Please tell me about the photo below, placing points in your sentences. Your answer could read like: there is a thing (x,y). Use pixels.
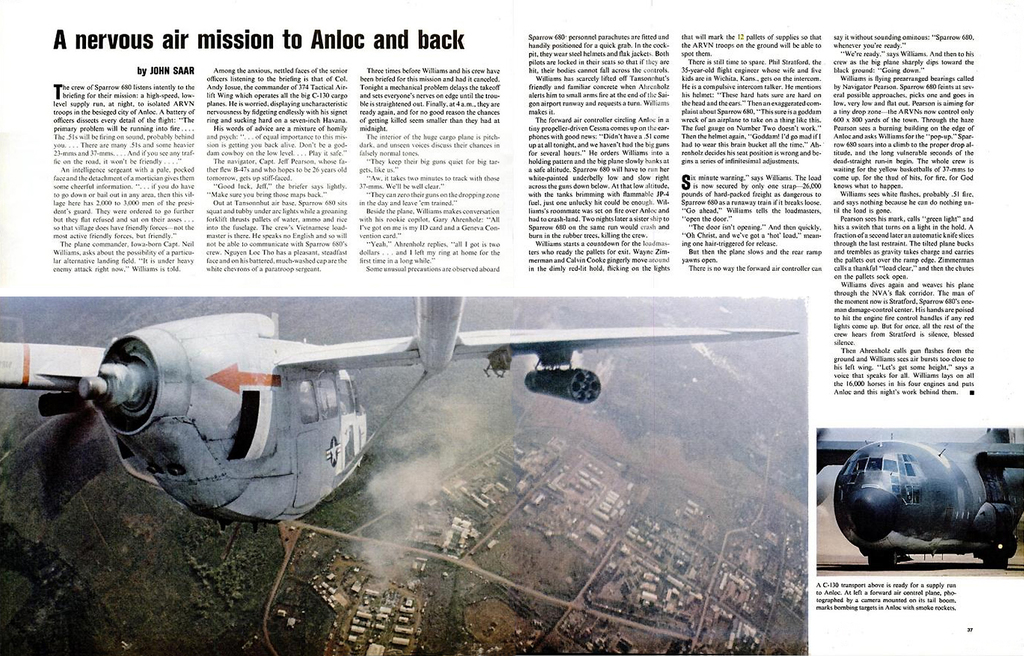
In this image, we can see the photo of a newspaper (670,32), we can see the aircraft's (945,507) and some text (443,191).
